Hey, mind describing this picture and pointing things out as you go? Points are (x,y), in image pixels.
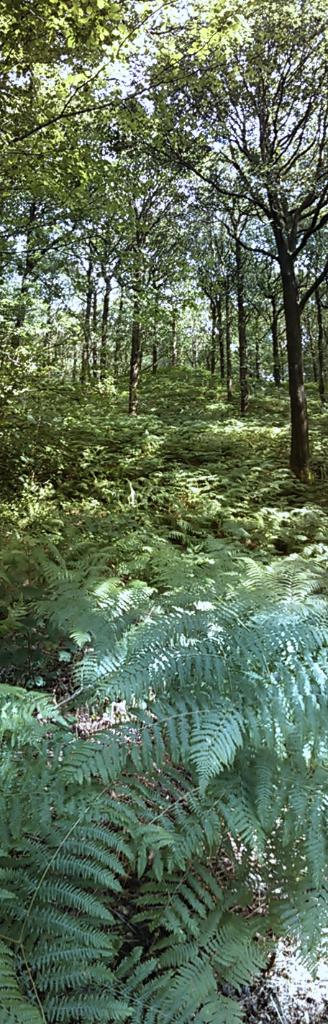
In this picture we can see a few plants (151,574) and trees (317,239) in the background (317,495).
